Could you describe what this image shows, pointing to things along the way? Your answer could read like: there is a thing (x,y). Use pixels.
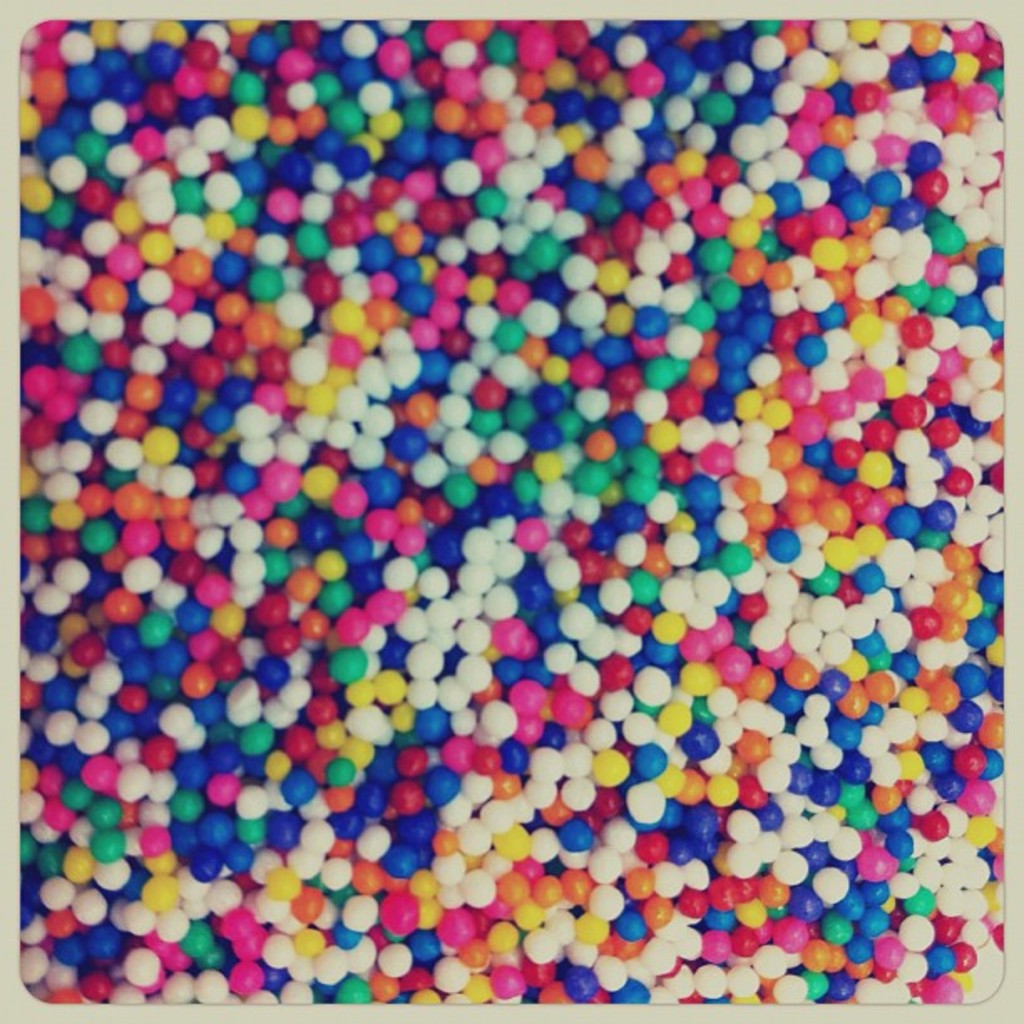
In this picture we can see a group of colorful balls (476,378).
